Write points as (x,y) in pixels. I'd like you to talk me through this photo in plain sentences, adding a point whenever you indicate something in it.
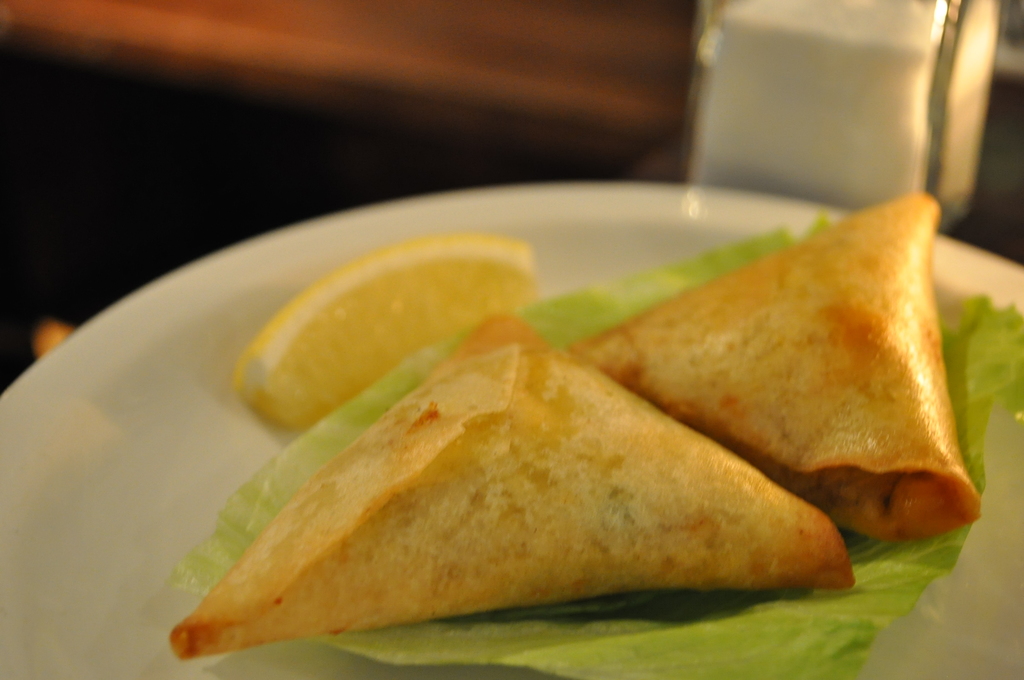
In this image there is a table (1016,233). On top of it there is a plate (573,287). On the plate (208,415) there are two samosas (590,522) on the green leaf (976,375). Beside the samosas (529,382), there is a slice of a lemon (446,320). Beside the plate (729,198) there is some object (770,119).
